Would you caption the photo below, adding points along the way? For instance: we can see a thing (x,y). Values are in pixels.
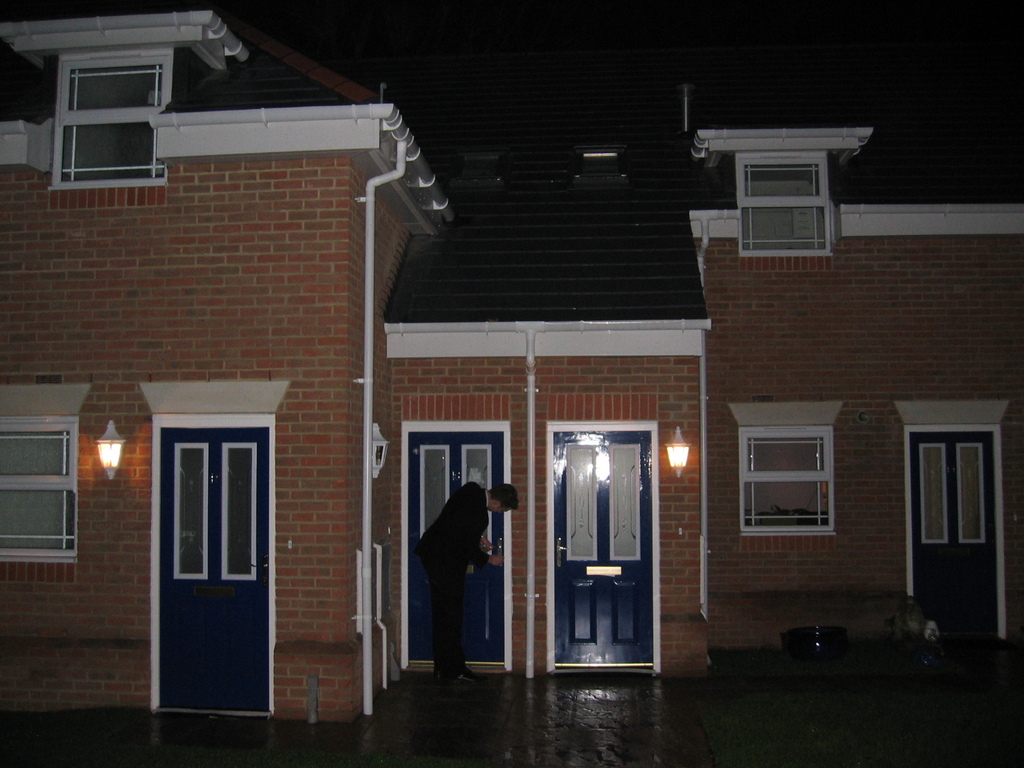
In this image in the center (533,468) there is one house (625,426), and in the center (625,426) there is one person (464,566) it seems that he is locking the door (470,648) and also there are some lights (115,455) windows (813,452) and doors (176,533). At the bottom (439,723) there is walkway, and on the right side of the image (813,631) there are some objects (807,650).
